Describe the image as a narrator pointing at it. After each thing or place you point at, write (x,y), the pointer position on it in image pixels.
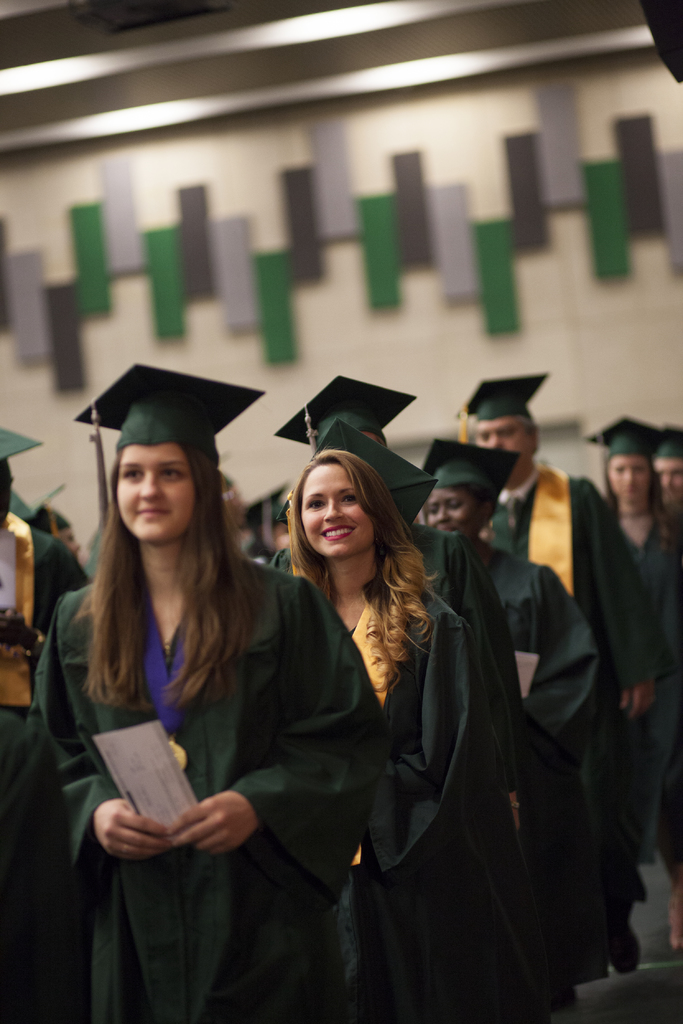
In this image, we can see people (37,690) wearing coats (298,580) and caps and one of them is holding a paper (156,798). In the background (304,187), there are boards (455,239) on the wall (357,121) and at the top (313,74), there is a roof (274,74).
